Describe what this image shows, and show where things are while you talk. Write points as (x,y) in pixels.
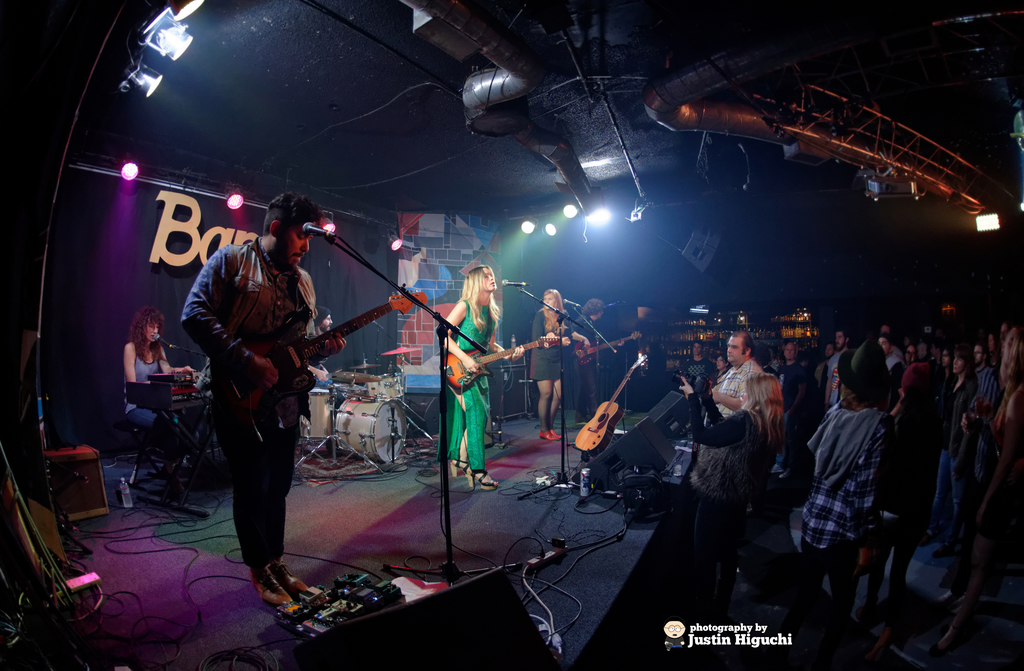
The image is taken in a musical concert. On the left side of the image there is a man (308,379) standing and playing a guitar (315,346). In the center (454,443) there are two ladies (491,408) who are singing and playing a guitar (484,368). In the background (186,369) there is a lady (138,368). We can also see some crowd (853,426). At the top (575,207) there are lights (565,216).
